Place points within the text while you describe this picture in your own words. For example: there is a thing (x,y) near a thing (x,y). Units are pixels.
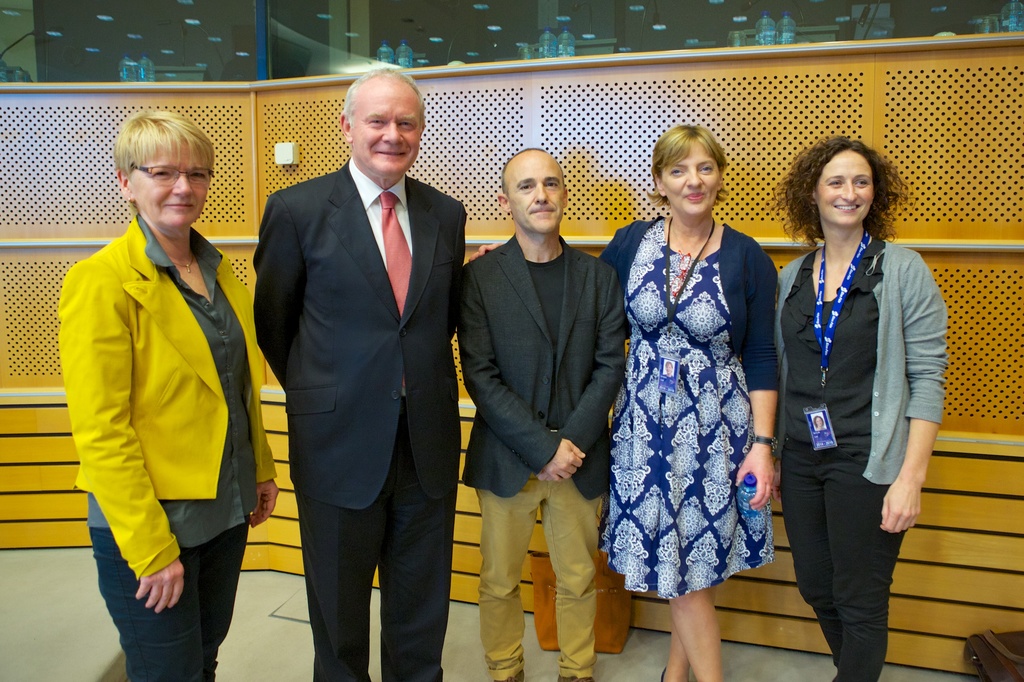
In this image there are a few people (543,256) standing with a smile (689,200) on their face (560,208), behind them there is a wooden wall (246,248), behind the wooden wall (459,163) there is a glass (459,62).
